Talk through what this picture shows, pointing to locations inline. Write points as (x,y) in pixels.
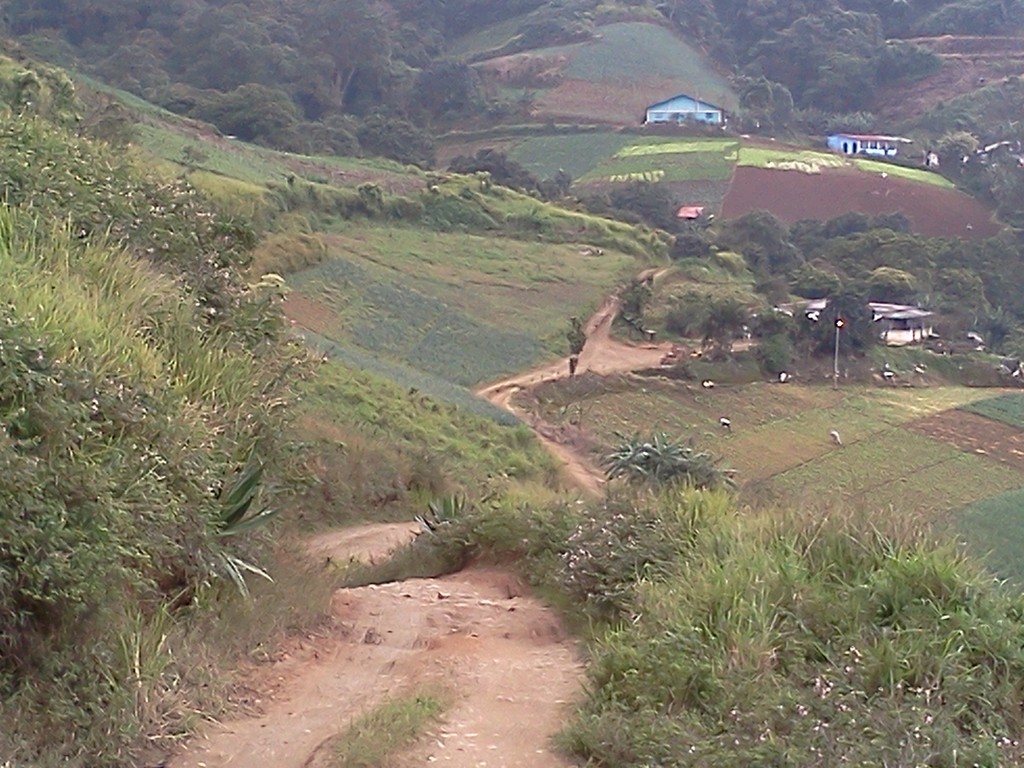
In this image we can see buildings (908,315) on the hills (816,171), persons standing on the agricultural farms (784,441), shrubs (614,509), bushes (213,252) and trees (376,84).
